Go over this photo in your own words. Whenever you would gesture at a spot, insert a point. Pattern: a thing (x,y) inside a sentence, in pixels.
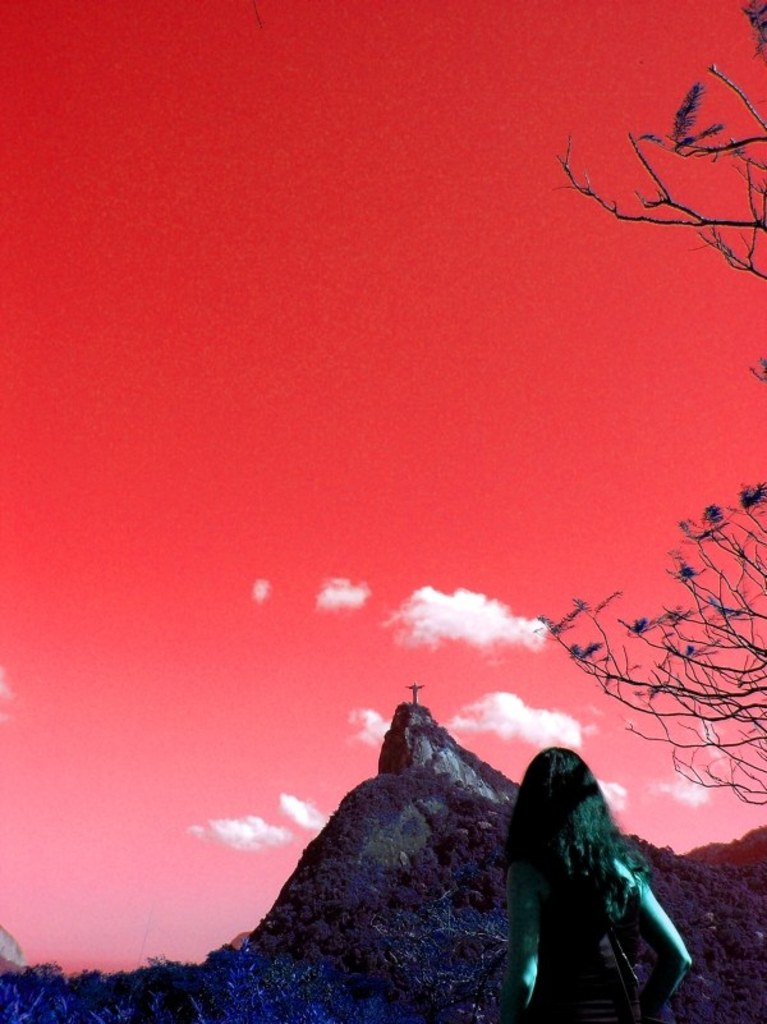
This is a photo in this image, there is a woman (563,917) standing near a mountain (445,735) on the right side (704,665) there are trees (661,685), in the background (417,627) there is a red sky (238,560).
